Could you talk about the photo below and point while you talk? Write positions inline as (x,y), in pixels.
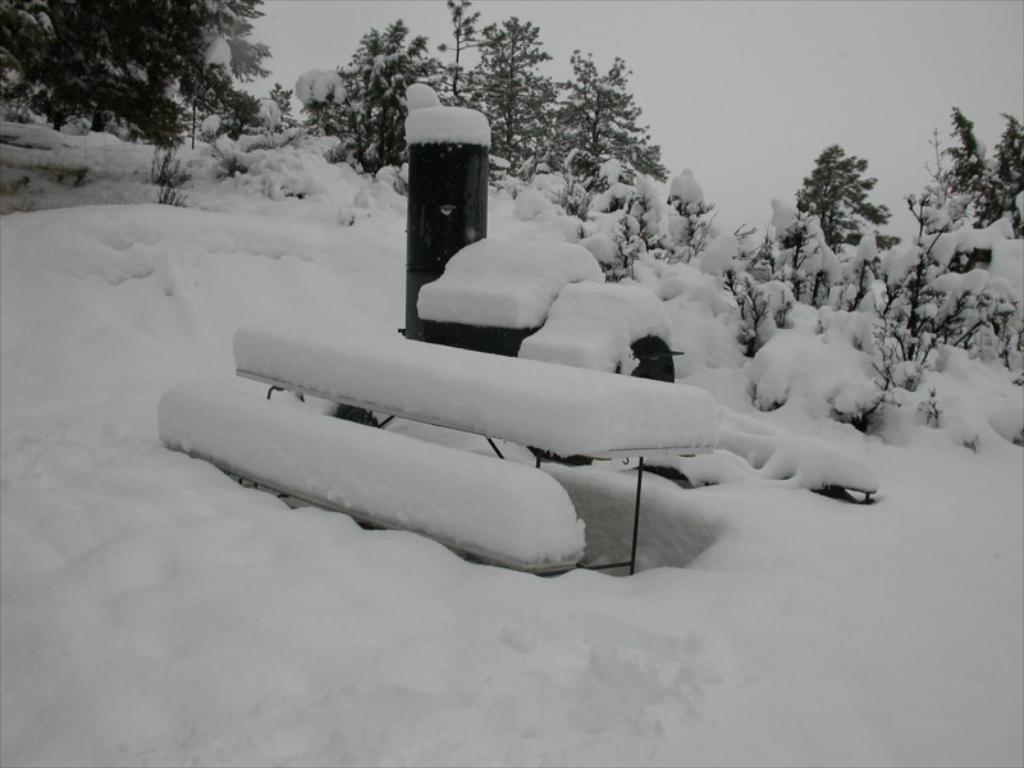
At the bottom of the picture (353,641), we see ice (450,686). In the middle of the picture (645,299), we see benches (528,387) and an object (434,189) in black color. These objects (449,193) are covered with the ice (454,282). In the background (346,105), we see the trees (635,259) which are covered with the ice (829,358). At the top (837,95), we see the sky (733,118).
